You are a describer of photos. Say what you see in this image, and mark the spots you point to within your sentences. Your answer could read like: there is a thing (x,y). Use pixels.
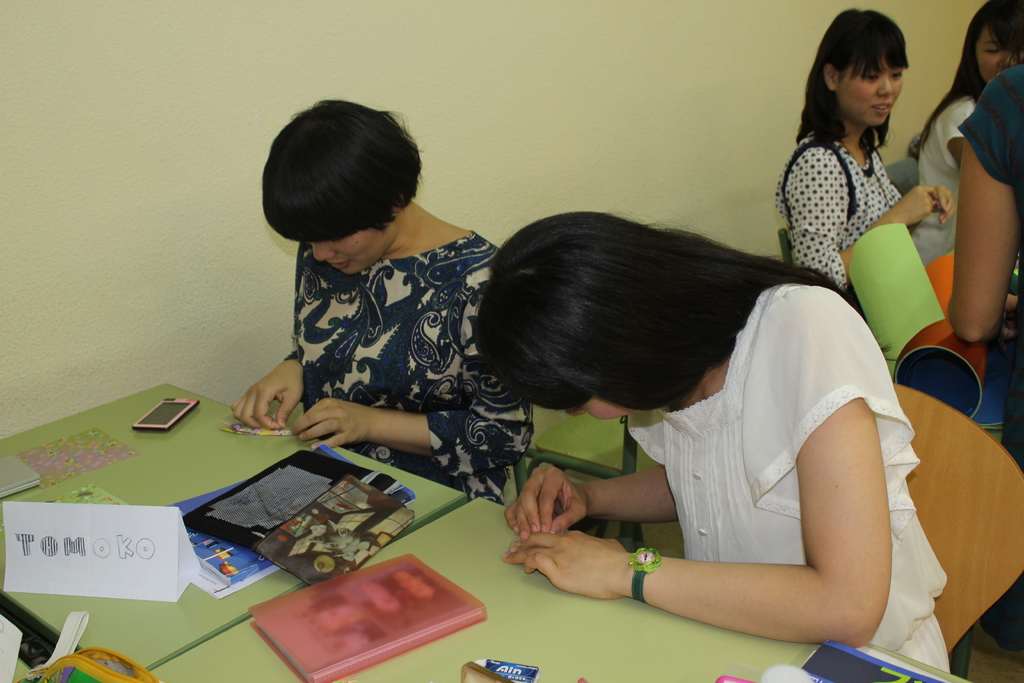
There are few women (377,292) sitting on the chairs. These are the tables (182,643). I can see the books (314,644), name board (185,548), mobile phone (160,401) and few other things (123,453) on the tables (243,641). On the right side of the image (1000,241), I can see a person (1001,255) standing. I think these are the colorful papers (936,287). This is the wall (192,95).
